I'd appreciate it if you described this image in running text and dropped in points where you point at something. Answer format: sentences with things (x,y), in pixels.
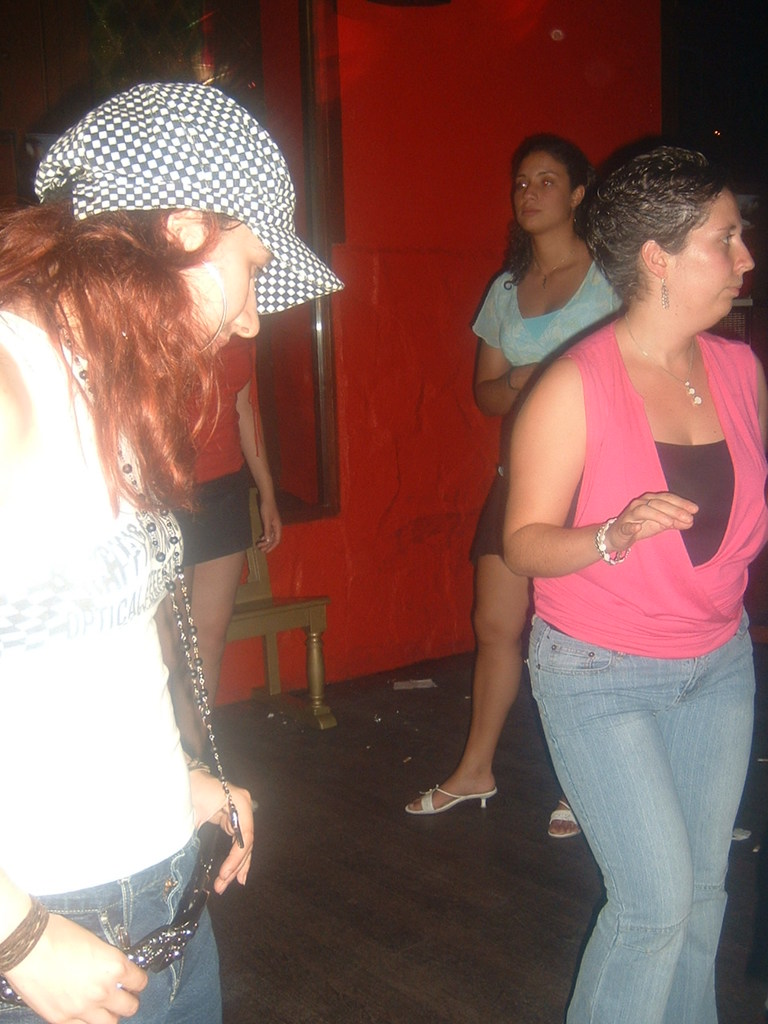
This image consists of many women (52,976) standing in a room (387,834). At the bottom (394,860), there is a floor (279,868). In the background (380,95), there is a wall (399,325) in red color. In the middle (286,605), there is a chair (283,628).
